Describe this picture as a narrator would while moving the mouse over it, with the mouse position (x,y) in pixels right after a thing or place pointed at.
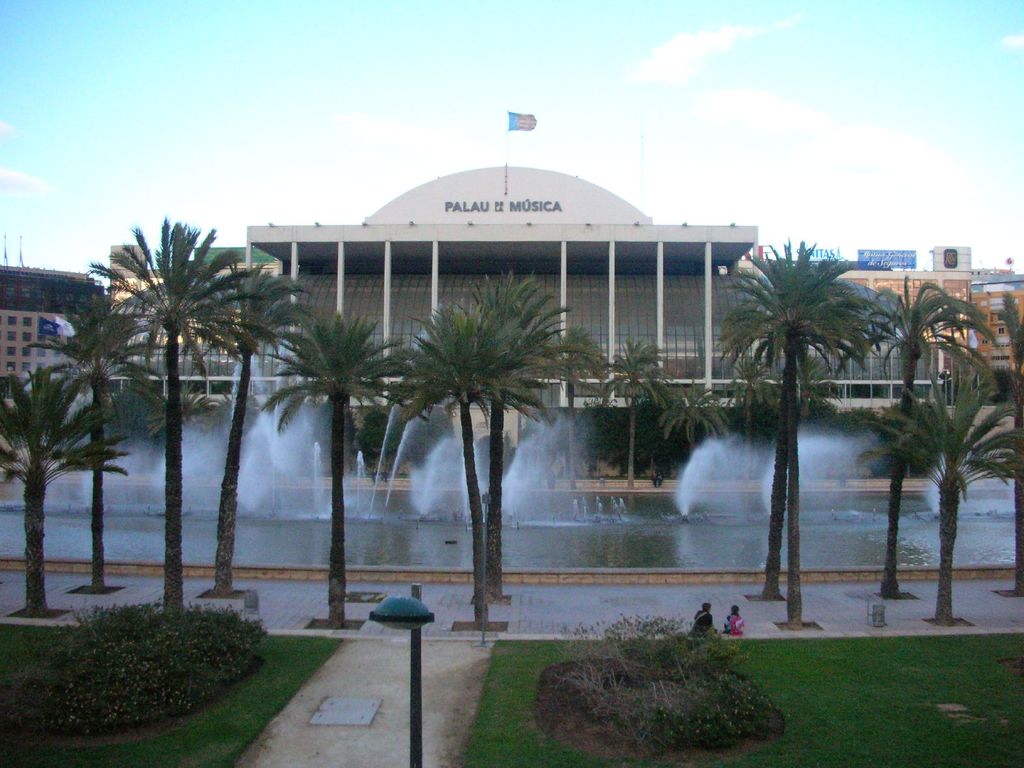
In this image, we can see trees (579,418), fountains (461,474), buildings (670,304), boards (864,254) and we can see flags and a pole (400,626) and there are plants (616,644) and we can see people (696,628) sitting on the sidewalk (694,614) and there is water (641,529). At the top (595,91), there are clouds (690,73) in the sky (439,76).
